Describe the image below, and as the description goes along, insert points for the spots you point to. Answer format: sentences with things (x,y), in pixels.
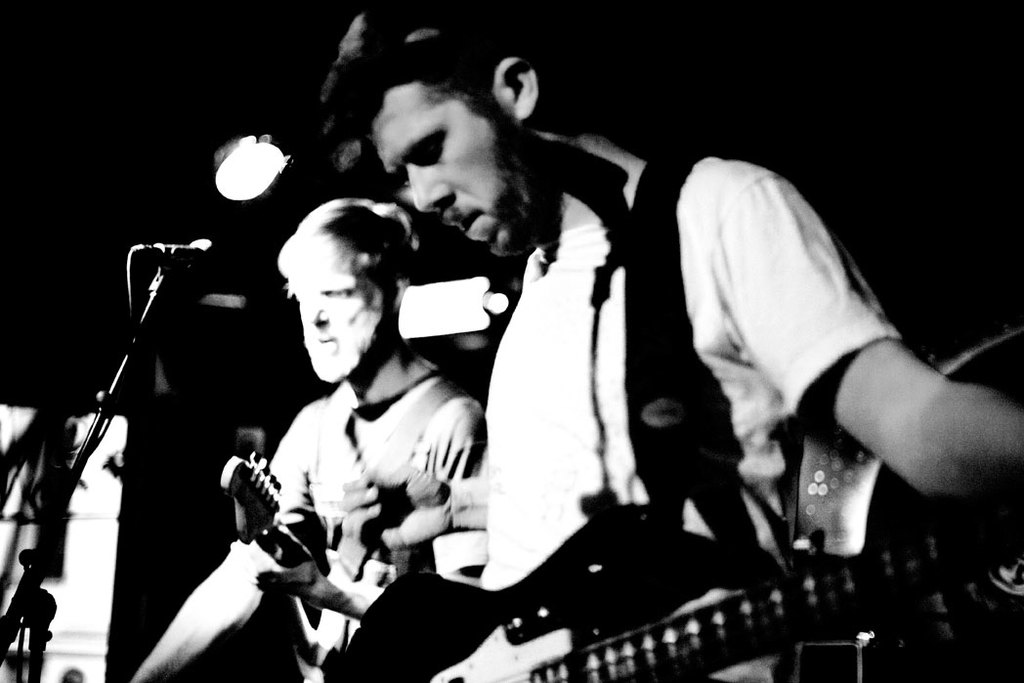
In this image there is man (582,490) standing and playing a guitar (409,588) and another person (331,427) standing and playing a guitar (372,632) a mike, mike stand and at the back ground (236,155) there is a focus light (238,142).
